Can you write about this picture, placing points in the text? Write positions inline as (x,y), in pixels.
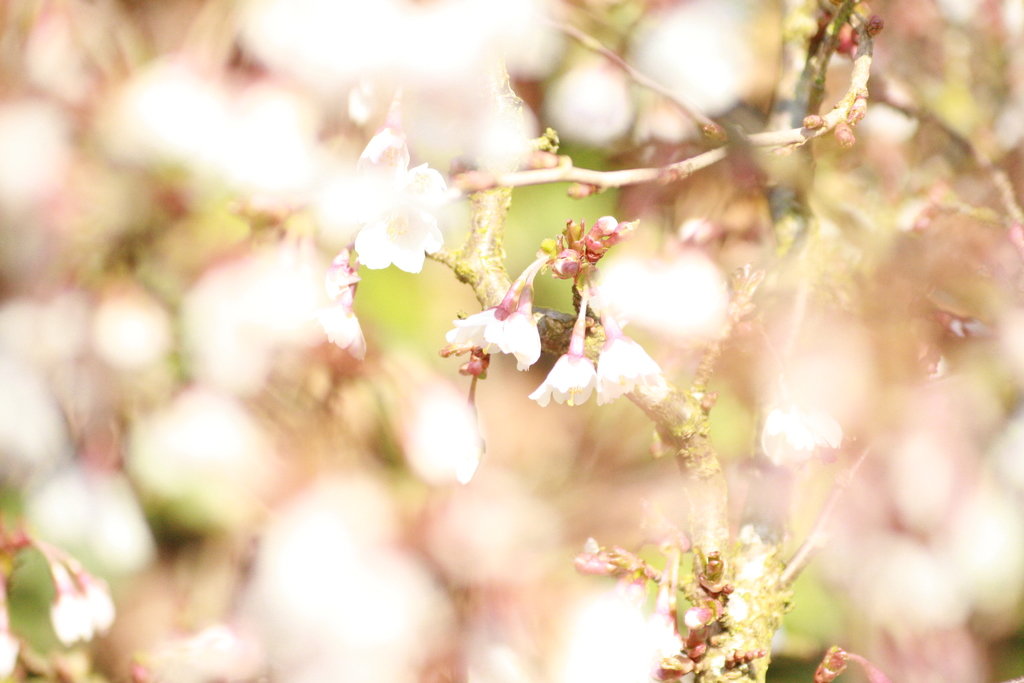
In this image we can see some flowers (605,278) and buds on a plant (677,105) and the background (207,51) is blurred.
